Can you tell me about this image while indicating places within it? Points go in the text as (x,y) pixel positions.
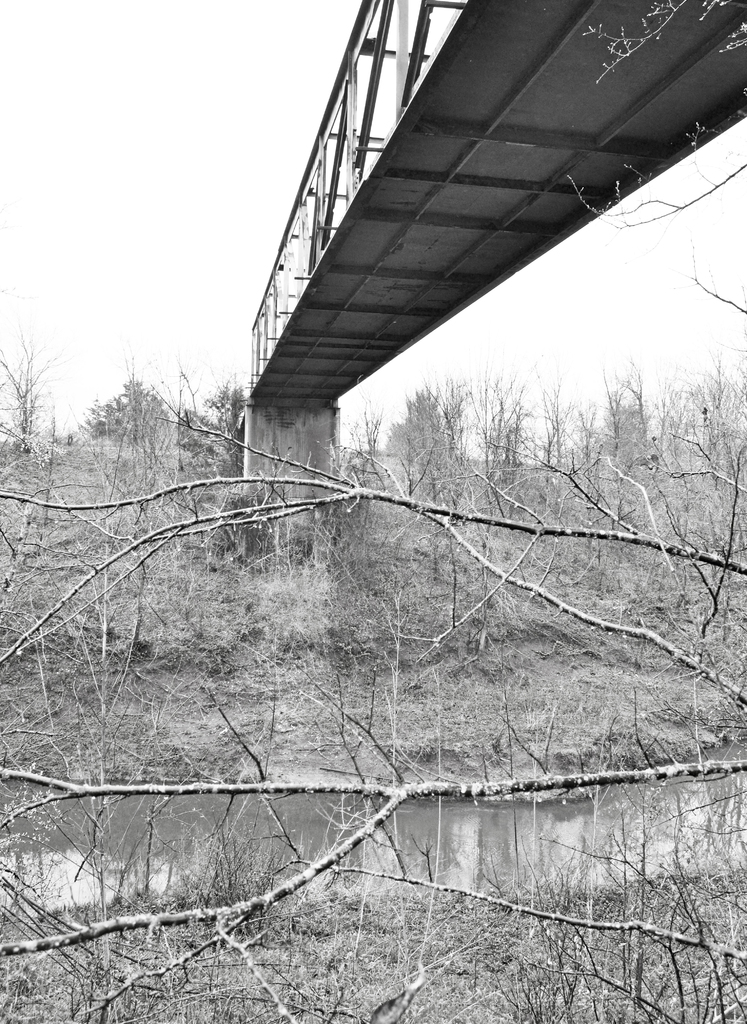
This picture is clicked outside. In the foreground (607,789) we can see a water body (400,819) and the grass (389,964) and the dry stems (372,708). In the background (137,309) we can see the sky (173,209), bridge (377,318), metal rods (334,120), trees (435,488) and some other objects (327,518).
